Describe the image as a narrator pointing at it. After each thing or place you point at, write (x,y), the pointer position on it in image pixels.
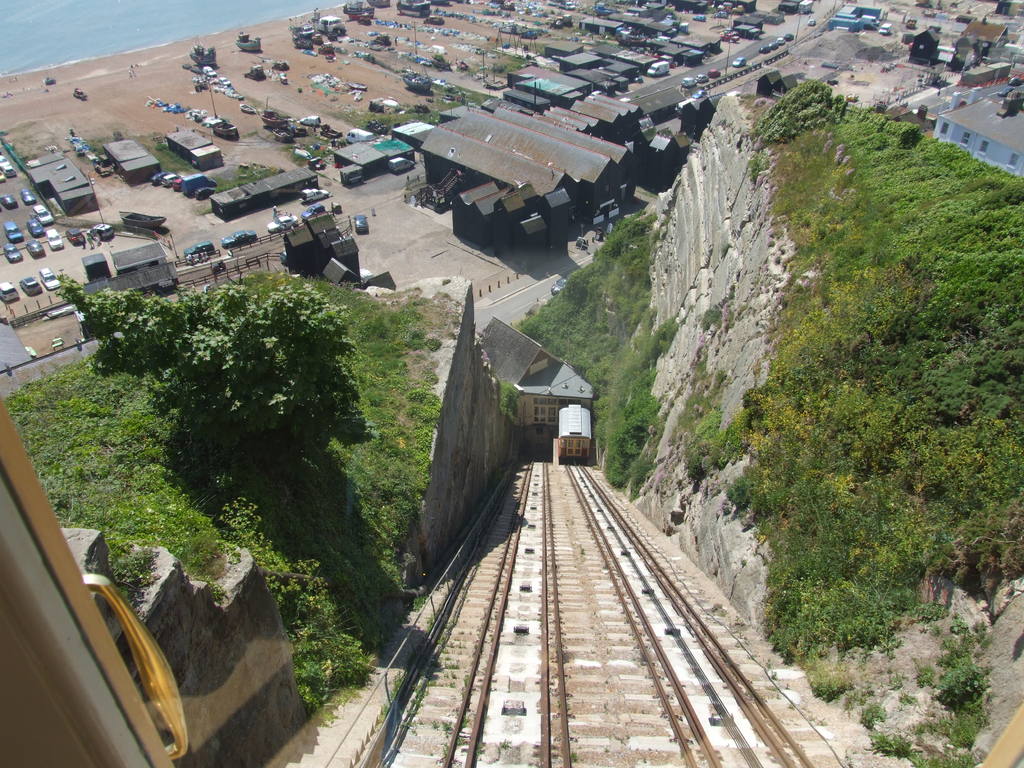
In this picture we can see plants (886,387) on the right side (886,387) and left side (211,540), on the left side (273,370) there is a tree (290,353), in the background (558,197) we can see houses (130,264), cars (44,209), some vehicles (663,70) and grass (467,97), it looks like water (2,59) at the left top of the picture (79,58).
